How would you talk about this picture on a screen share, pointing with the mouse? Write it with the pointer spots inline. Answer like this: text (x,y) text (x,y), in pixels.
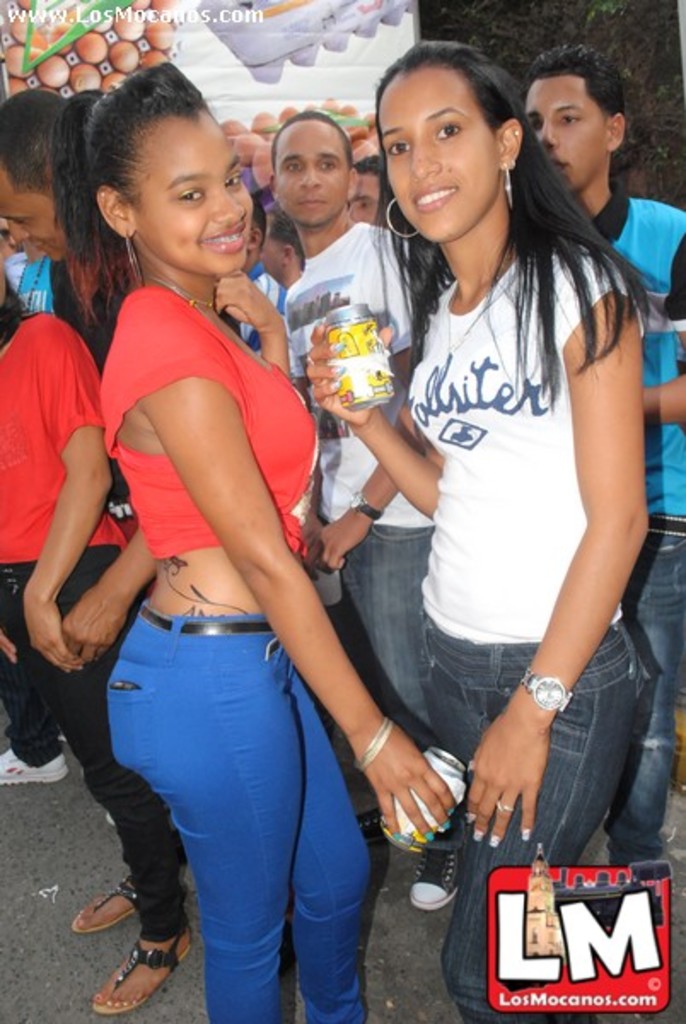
In this picture we can see two people (281,416) holding cans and smiling. We can see some people (655,221) on the path (13,848). There is the text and images (125,71) of a few things (296,26) visible on a board (187,46). We can see other objects (683,122) in the background (659,71). We can see a watermark (554,920), some text (642,927) and other things (530,928) in the bottom right (581,1002).
